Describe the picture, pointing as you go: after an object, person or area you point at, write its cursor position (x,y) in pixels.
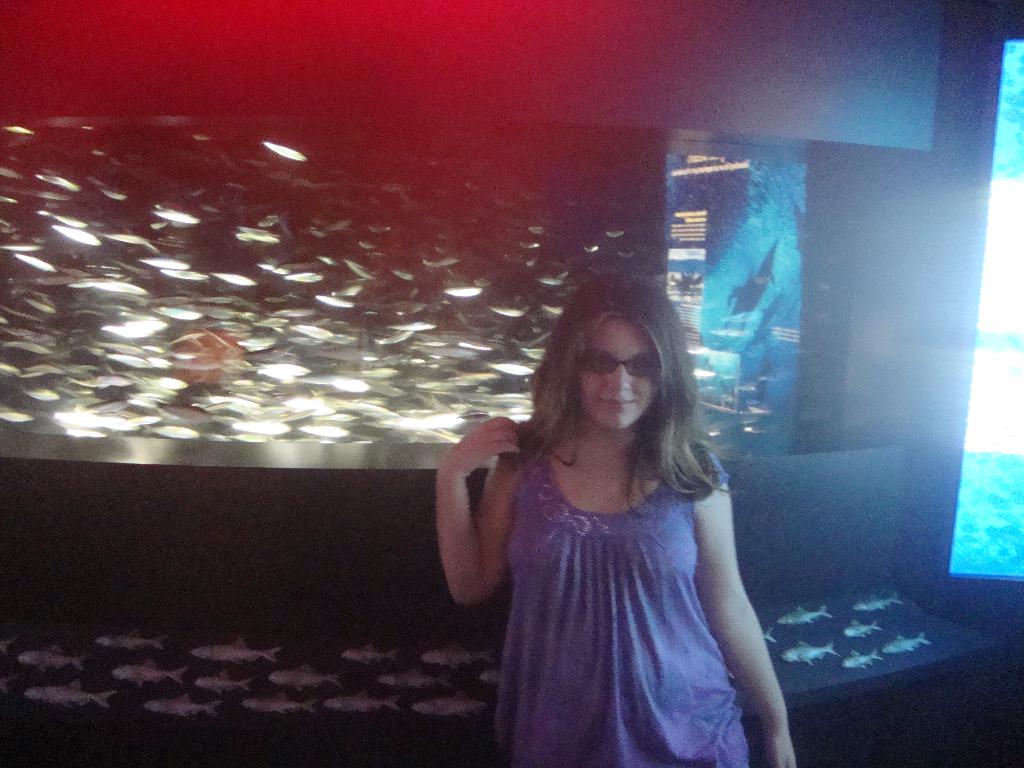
In this picture we can see a woman (630,656) wearing spectacles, behind we can see a screen (362,303), in which we can see some fishes (332,361).
